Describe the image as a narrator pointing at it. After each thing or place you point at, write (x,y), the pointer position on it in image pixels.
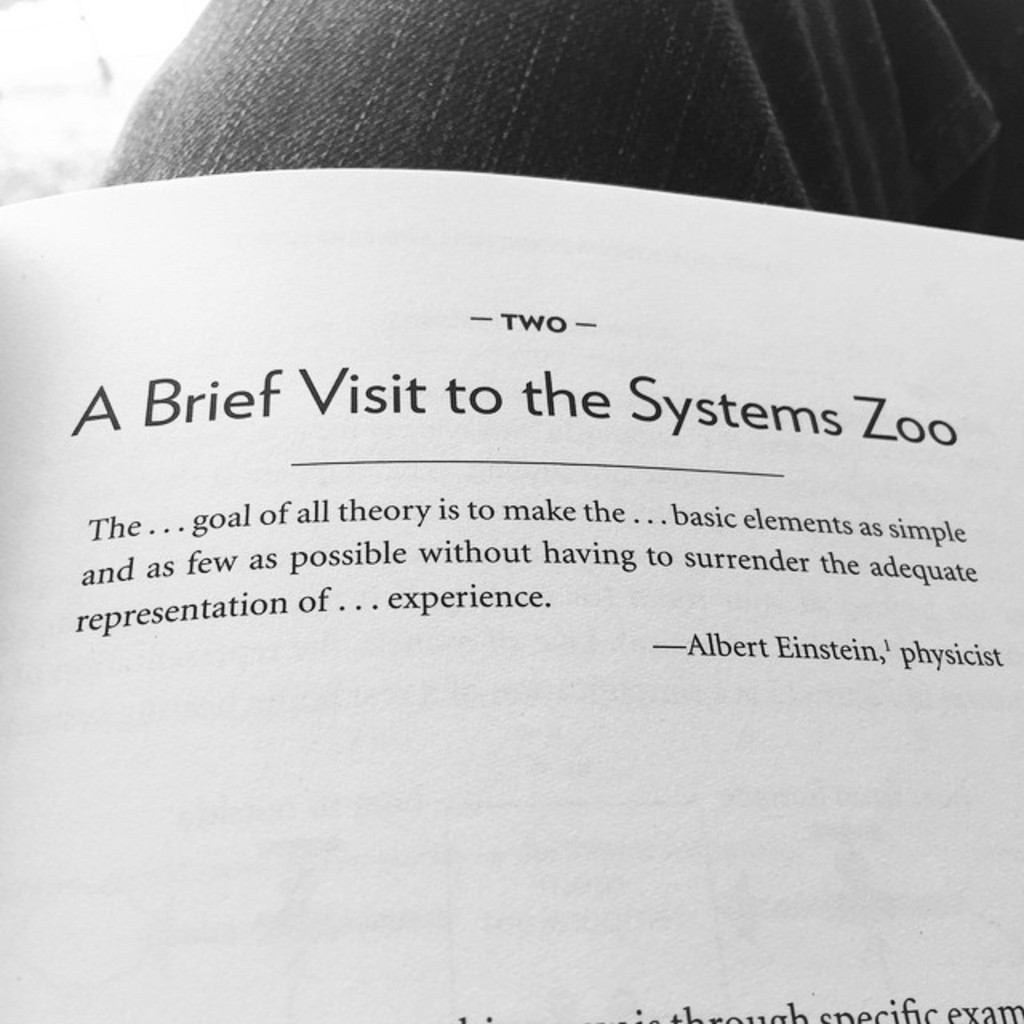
In this image I can see some text (215,602) in the book (630,645).
